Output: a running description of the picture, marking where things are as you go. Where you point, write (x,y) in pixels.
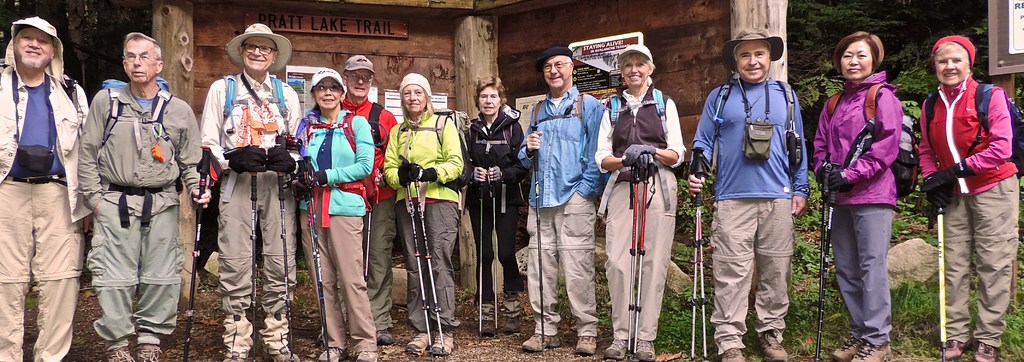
In this image few persons (530,212) are standing on the land (473,354). Right side (910,271) there are few plants (806,302), rocks (895,248) and trees (916,71). Few persons (289,208) are holding sticks (201,225) in their hands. Few persons (235,186) are wearing caps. Background (489,17) there are few wooden trunks (174,73). Left side (312,39) there is a wall (330,48) having a name board (295,24) attached to it.
